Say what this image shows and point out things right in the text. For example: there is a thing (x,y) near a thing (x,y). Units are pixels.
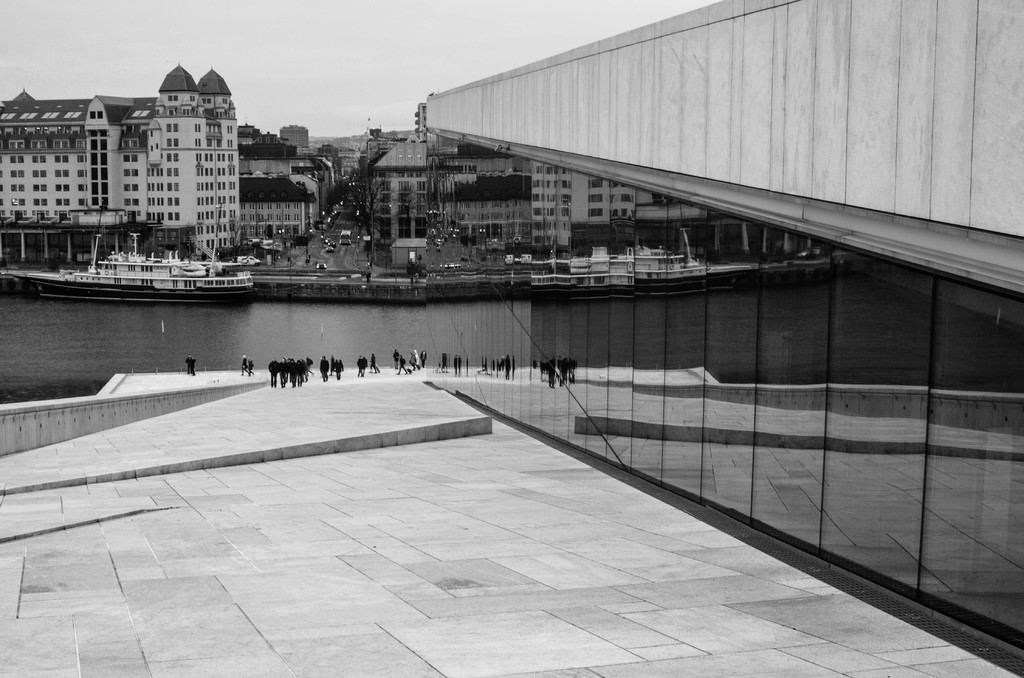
This is a black and white image. In this image we can see ship (208,281), water (222,316), persons (273,383) on the floor (330,381), buildings (282,182), trees (374,192), motor vehicles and sky (238,79).
